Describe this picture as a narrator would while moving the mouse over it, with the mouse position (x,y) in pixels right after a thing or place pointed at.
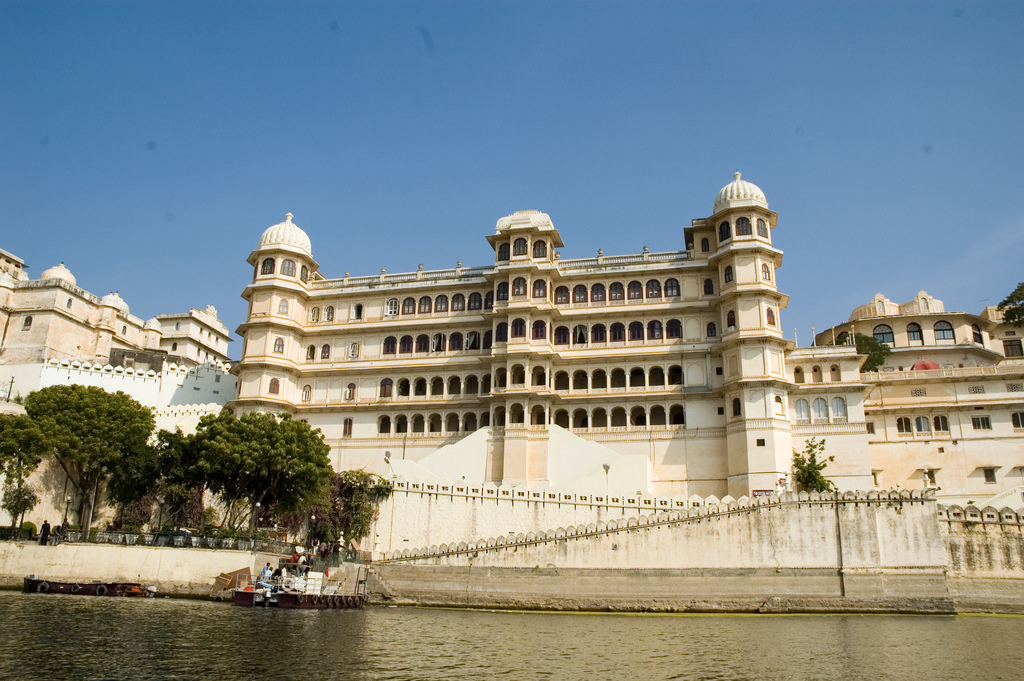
In this picture i can see the buildings (756,363) and monuments (737,374). At the bottom (746,633) there is a water (364,627). In the bottom left (303,552) i can see some people (263,567) were standing on the stairs (342,571) and fencing (338,556). On the left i can see a man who is standing near to the trees (183,503). At the top (630,84) there is a sky (632,91).
